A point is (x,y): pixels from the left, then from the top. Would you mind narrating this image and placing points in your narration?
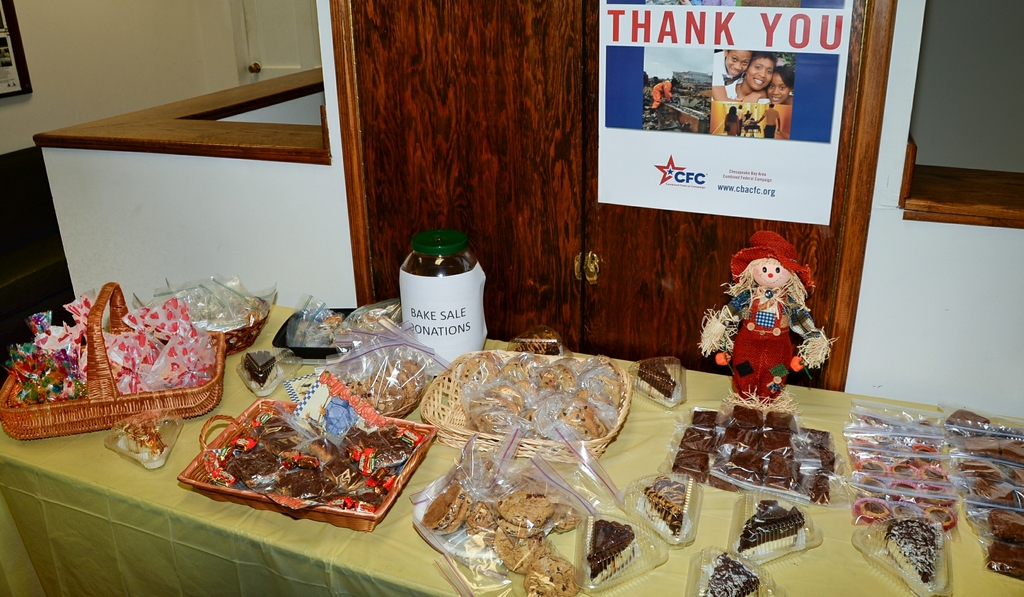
In this image we can see food items (533,401), basket (111,396), jar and a toy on the table (729,541). Behind the table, we can see cupboard (515,239) and a wall (195,203). On the cupboard (501,210) we can see a poster (638,102) with text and image (753,80). In the top left (102,57), we can see a wall (176,33) and a door (249,39). On the top right (971,115), we can see a wall (962,94).
